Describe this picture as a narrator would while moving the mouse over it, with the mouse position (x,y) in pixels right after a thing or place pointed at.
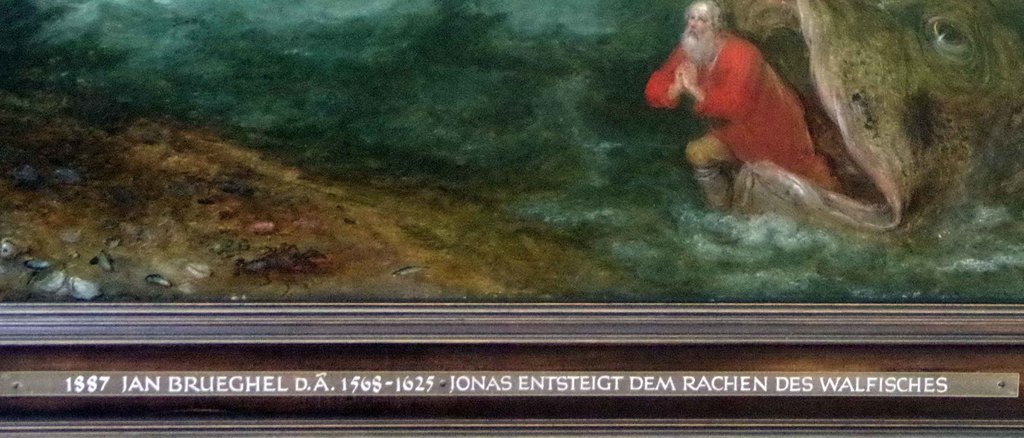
This is a painting, in this picture we can see a person (701,161).
